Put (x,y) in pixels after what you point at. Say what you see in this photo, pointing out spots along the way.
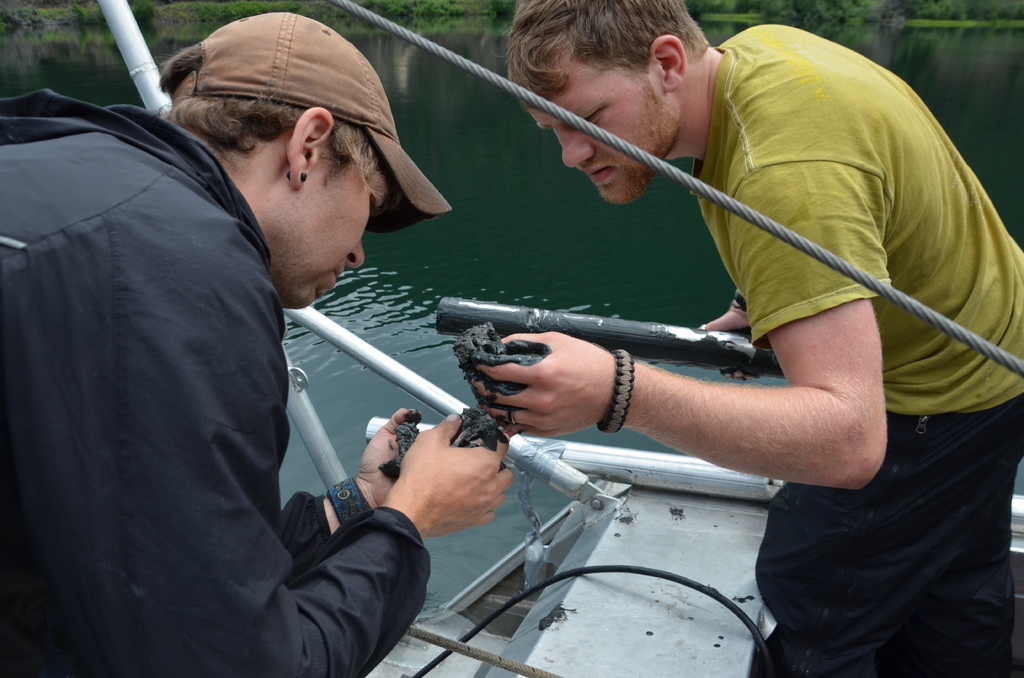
In this image I can see two people (116,423) wearing the black and green color dresses (796,303) and these people (712,454) are standing on the boat (626,621). I can see one person (259,98) with the black color jacket (121,199) wearing the cap (375,132). The boat (368,434) is on the water (468,215). In the background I can see many trees (480,17).
